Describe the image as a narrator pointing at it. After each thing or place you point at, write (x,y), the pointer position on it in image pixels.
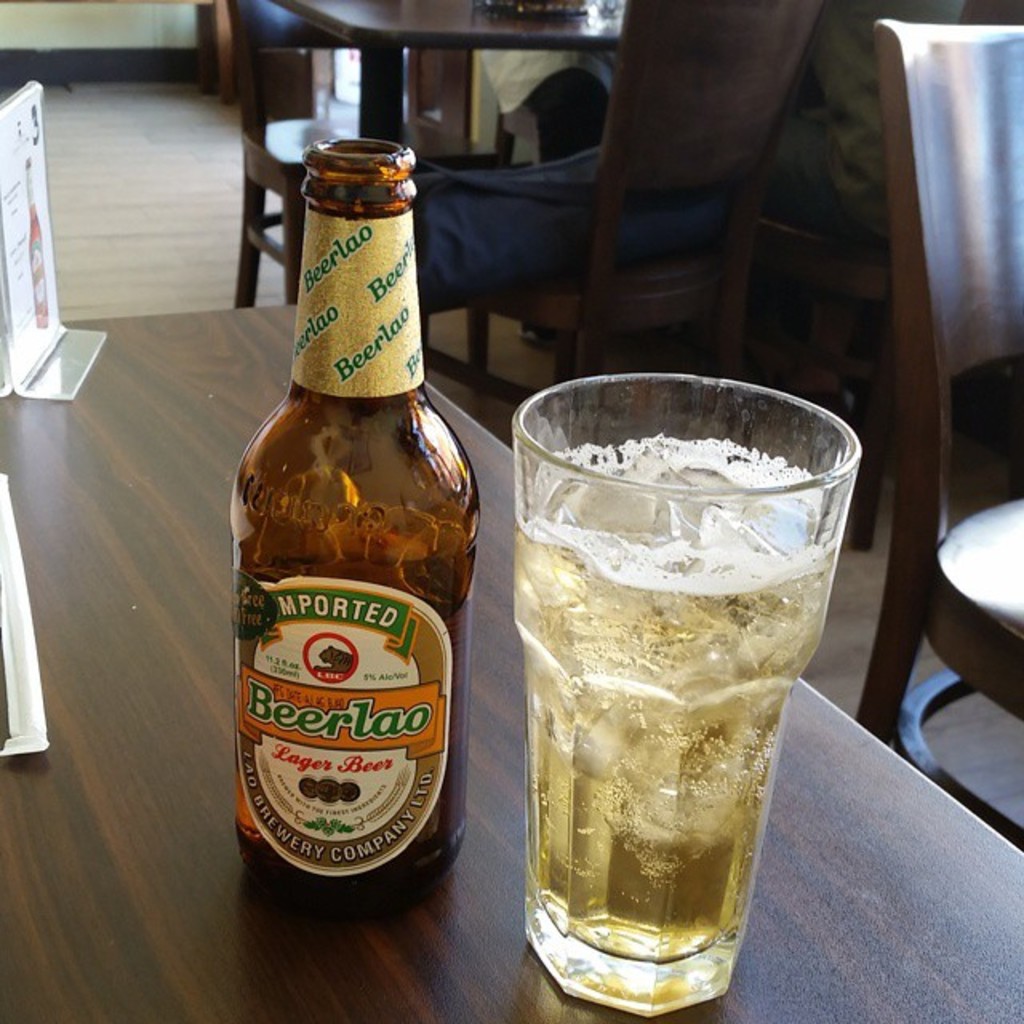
In this picture we can see a bottle (302,616) and a glass (603,532) on the table (205,541), and also we can see a board (38,282), beside to the table (493,524) we can find few chairs (926,320).
